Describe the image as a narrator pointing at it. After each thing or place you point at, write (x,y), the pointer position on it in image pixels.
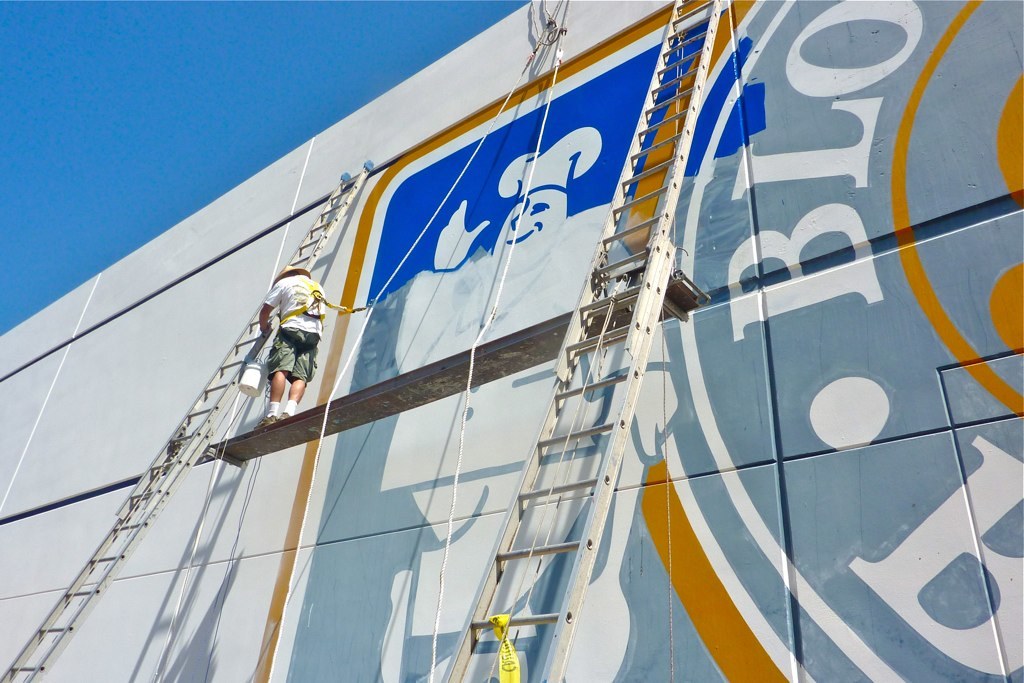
In this image we can see a metal rod (347,400) is hang to the wall (534,320) with the help of ropes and one man (302,388) is standing on it. He is wearing white t-shirt (295,294) and shorts (288,353). The man (288,353) is holding bucket (255,366) in his hand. And we can see two ladders (87,593). Background of the image (127,382) we can see big wall (5,574) with some painting (527,203) and text (1001,501). In the left top corner of the image (67,73) we can see the sky (140,59).
